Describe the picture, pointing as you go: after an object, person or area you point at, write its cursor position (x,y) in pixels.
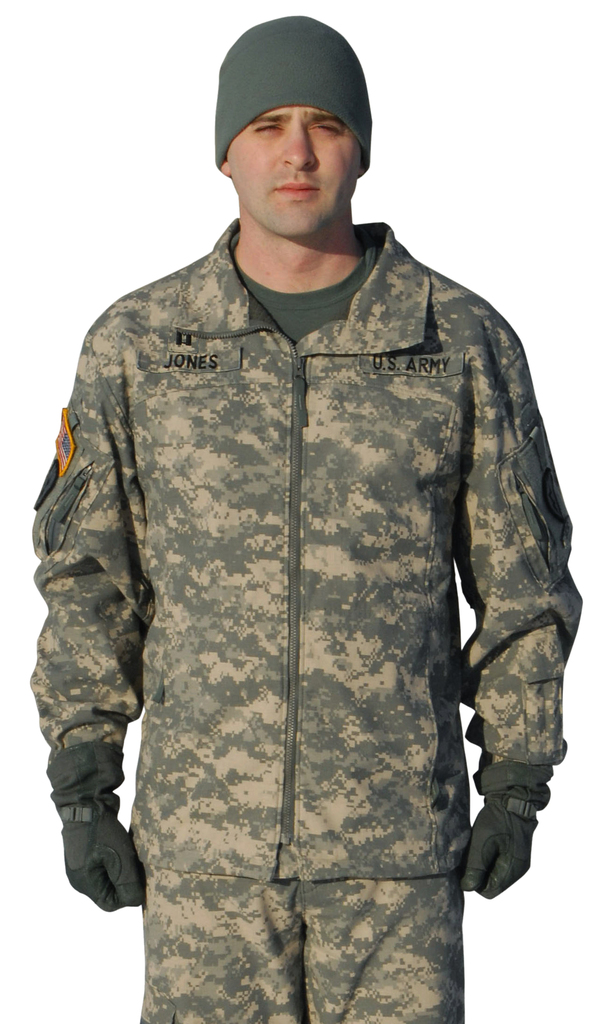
There is one person (278,582) standing and wearing a cap (265,103) in the middle of this image (271,546).
